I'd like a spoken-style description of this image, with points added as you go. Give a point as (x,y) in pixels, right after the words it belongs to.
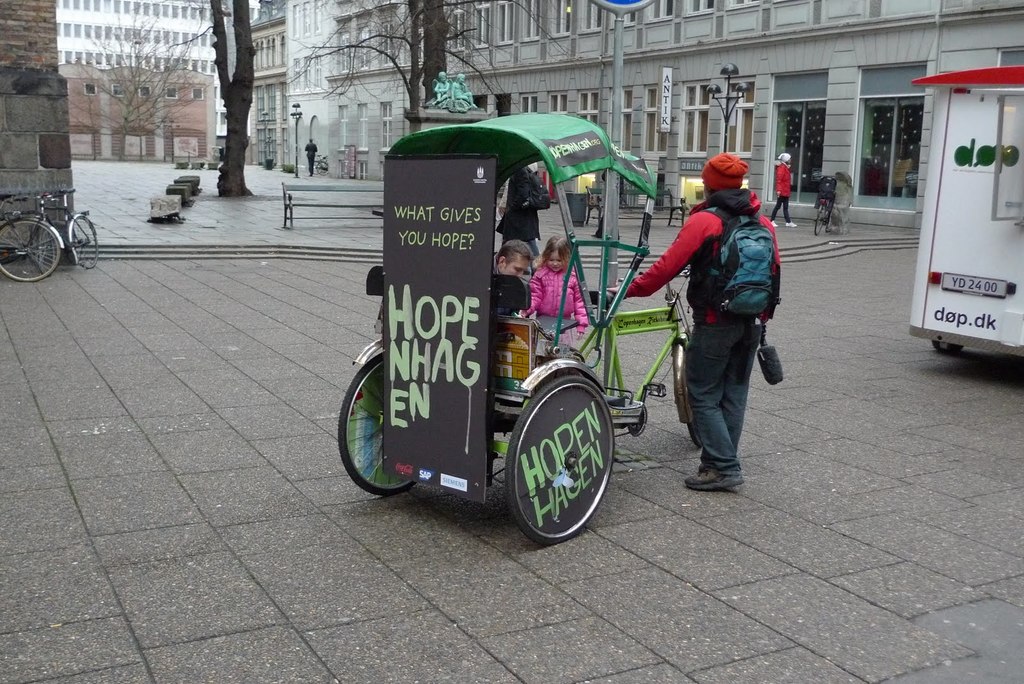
In this image we can see cycle rickshaw (465,452). On that there is text (476,341). Also there are few people (693,349). One person (671,257) is wearing bag (730,284) and cap (725,176). On the left side (42,240) there is a cycle (63,223). Also there are trees (349,87). And there are buildings (178,55). And there are few people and there are benches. And there is light pole (744,92). And we can see statues (464,85).
